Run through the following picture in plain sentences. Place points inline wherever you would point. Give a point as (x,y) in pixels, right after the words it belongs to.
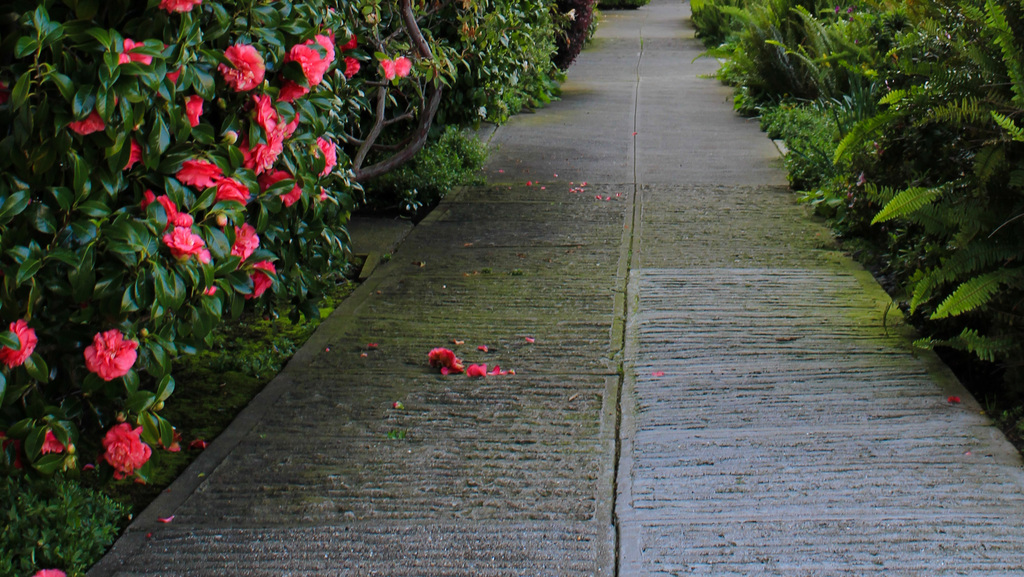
In this picture, we can see path (715,307) and flowers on the path (451,259), we can see plants (797,35), and flower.
